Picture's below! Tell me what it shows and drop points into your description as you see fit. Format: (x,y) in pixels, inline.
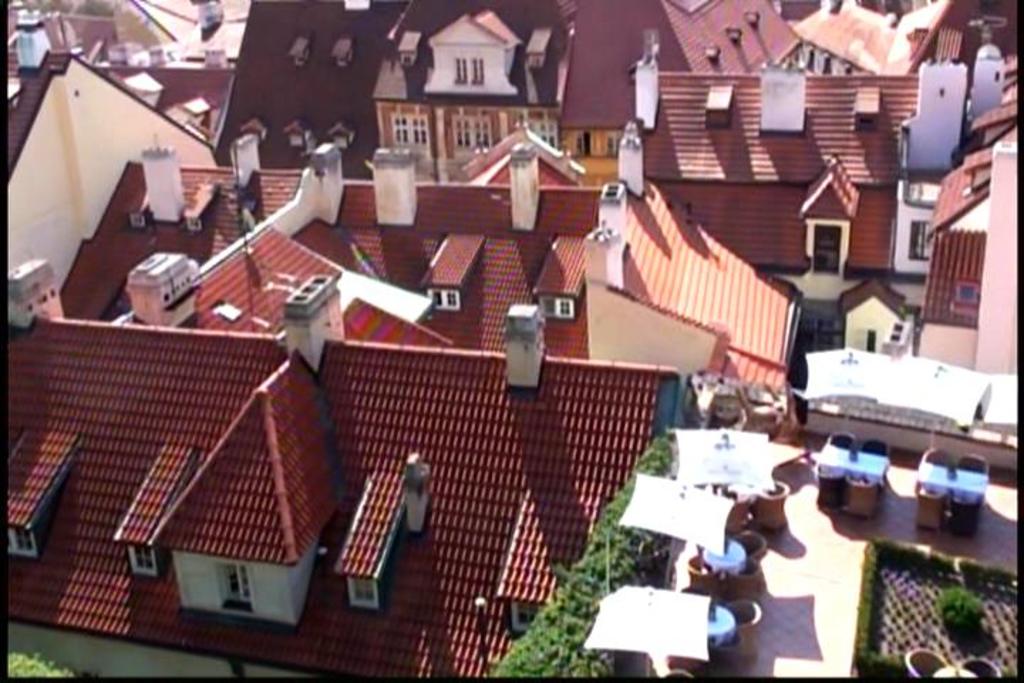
In this image there are buildings (399,138). On the right (729,448) there are tables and parasols (913,382). We can see hedges (859,625) and bushes (618,587).
